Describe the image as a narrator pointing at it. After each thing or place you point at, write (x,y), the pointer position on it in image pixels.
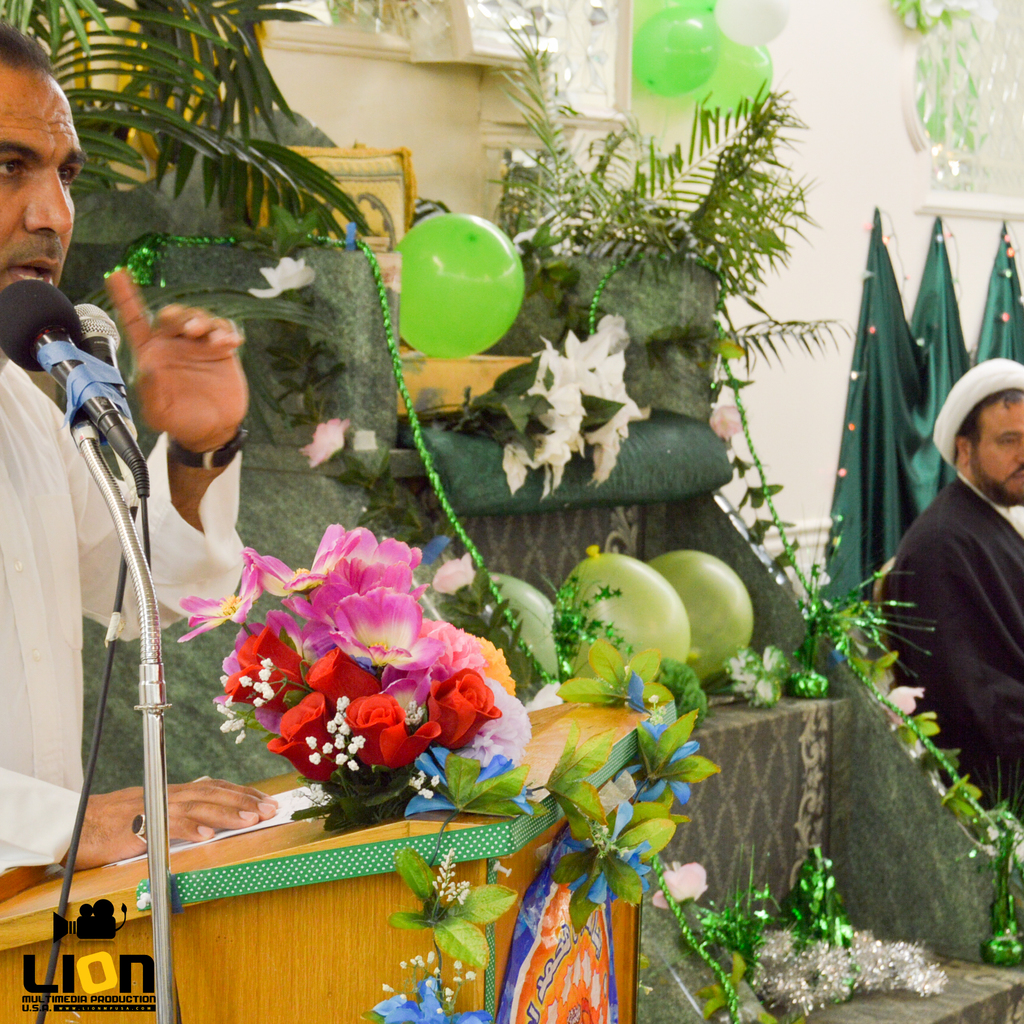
In this image, we can see balloons (652,623), decors (773,690) and plants (674,686) on steps (634,545). There are some flowers (406,711) on the podium (441,961). There is a person (195,538) in front of mics (95,334) wearing clothes (52,599). There is an another person (991,504) on the right side of the image (985,624). There is a cloth (926,453) on the wall (841,322).
